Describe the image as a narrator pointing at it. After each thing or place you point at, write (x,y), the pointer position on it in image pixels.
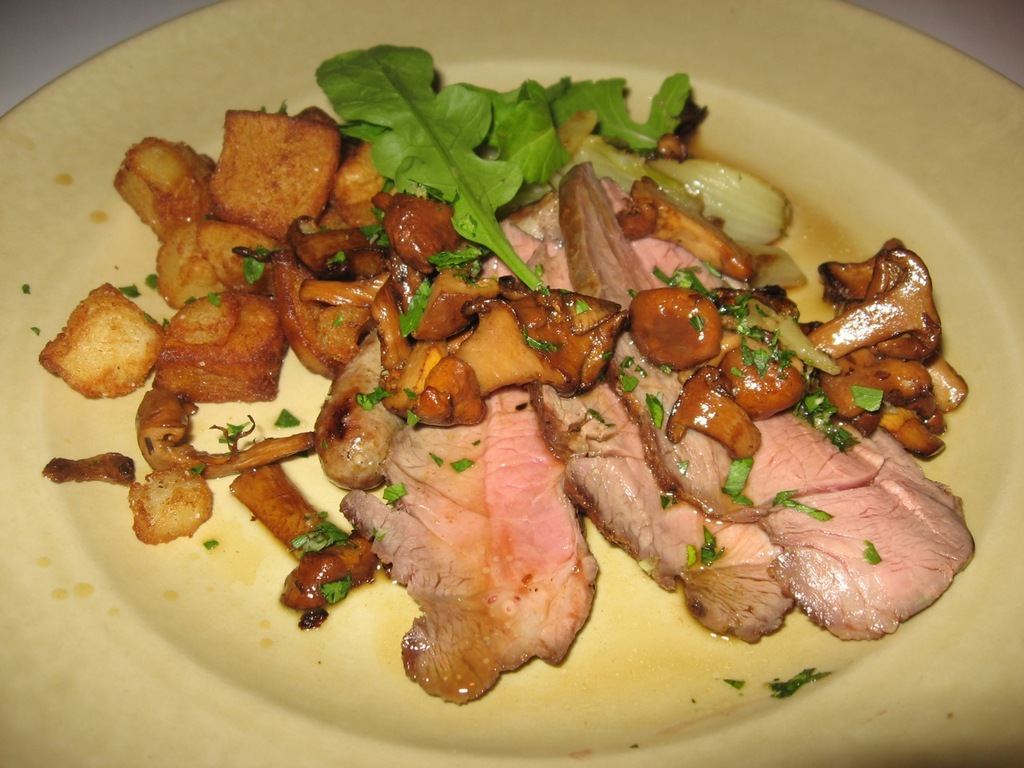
In this image there is a plate (859,715) in that plate (230,479) there is a food item (487,560).
